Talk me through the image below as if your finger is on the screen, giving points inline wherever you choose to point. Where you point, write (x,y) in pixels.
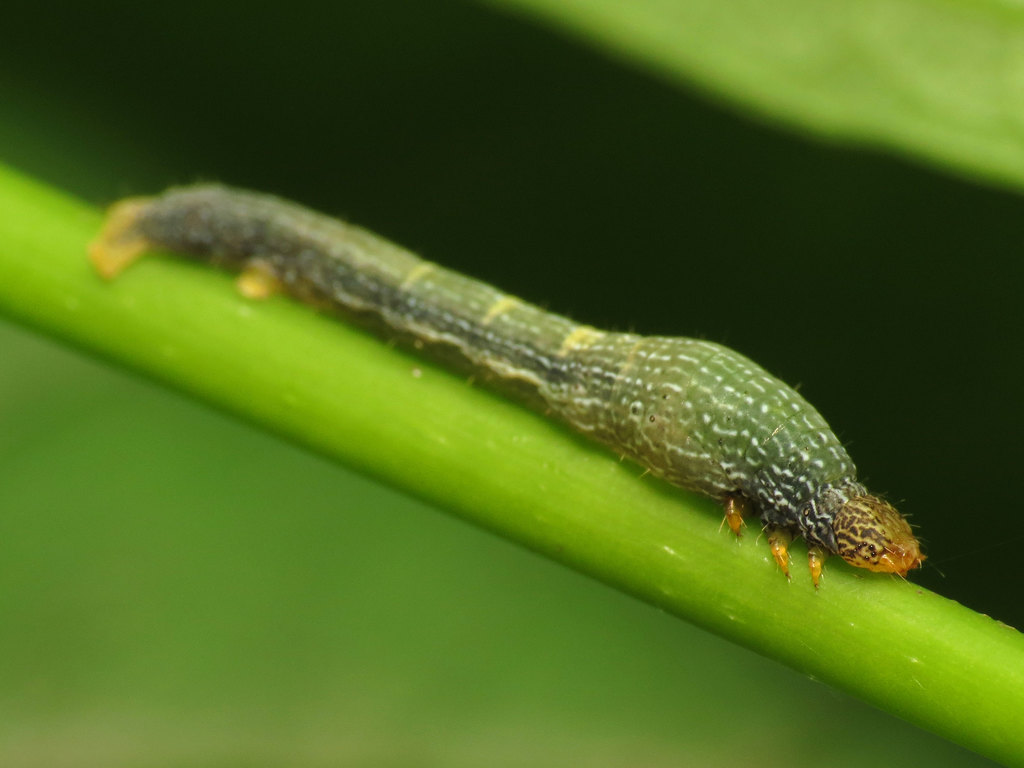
In this picture, it looks like a cankerworm (634,423) on the stem (541,525). Behind the cankerworm (500,343), there is a blurred background (446,155).
